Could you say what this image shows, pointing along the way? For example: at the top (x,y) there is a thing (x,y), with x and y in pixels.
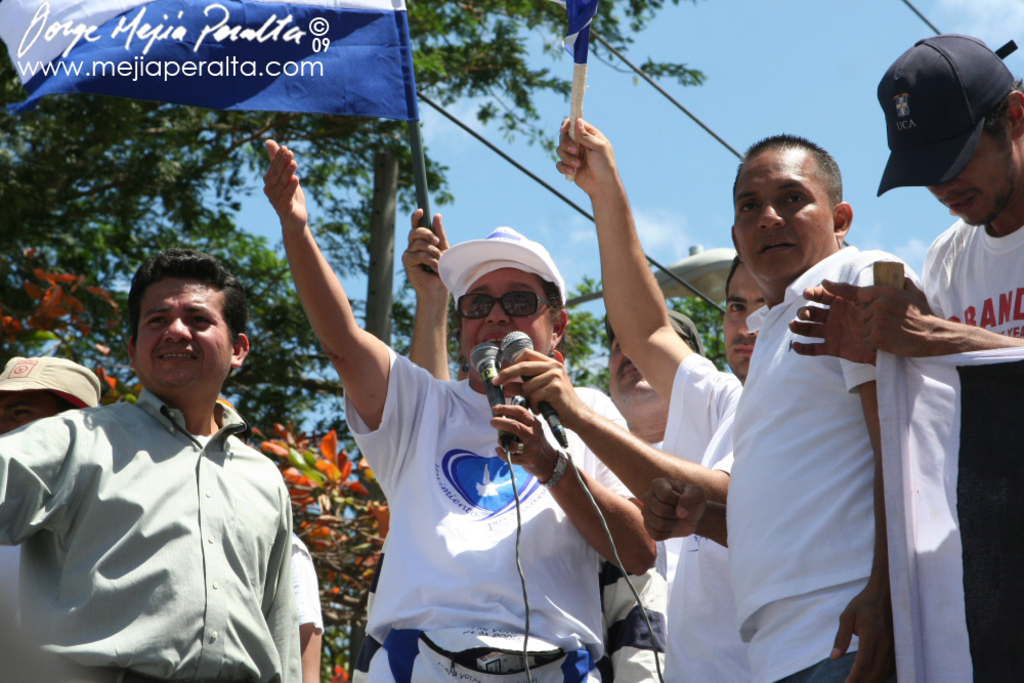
The woman (404,503) in the middle of the picture (469,388) wearing a white t-shirt (421,419) and white cap (477,261) is holding a microphone (475,360) in her hand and she is talking on the microphone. Behind her, we see people (644,425) standing. Behind her, a person (656,327) is holding a blue flag (376,77) in the hand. There are trees (349,240) in the background (334,202) and at the top of the picture (544,155), we see the sky (553,249).
